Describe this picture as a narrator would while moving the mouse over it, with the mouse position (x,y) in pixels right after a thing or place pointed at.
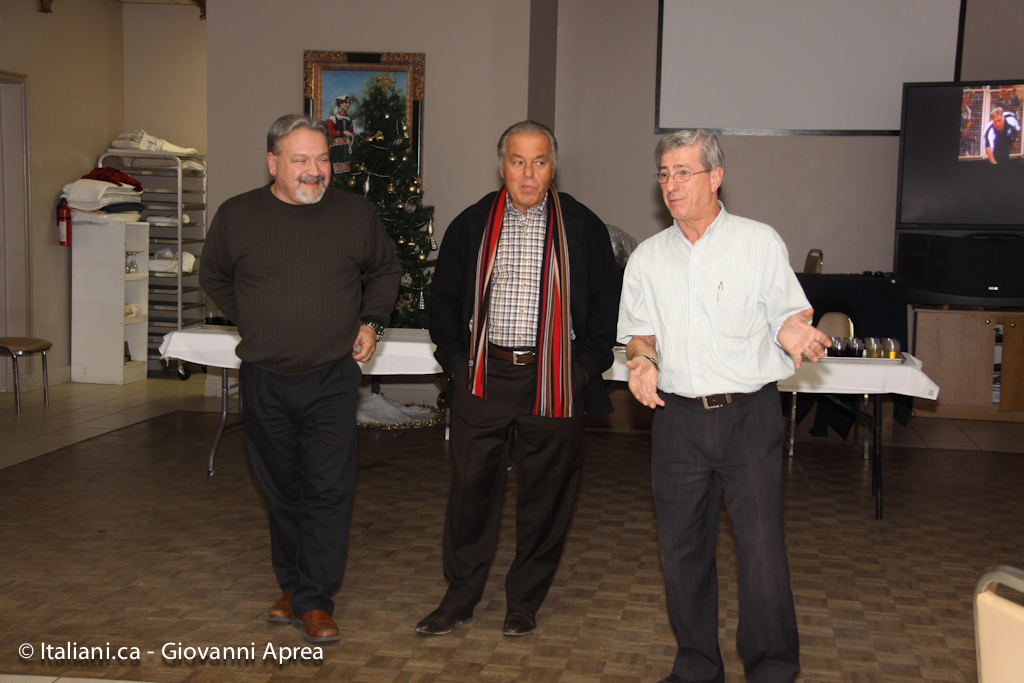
In the center of the image (585,348) three mans (440,313) are standing. In the background (413,369) we can see a table (413,369), on table (878,376) glasses (861,353) are there. On the right side of the image (814,64) we can see board (867,64), screen (974,176), cupboard (978,338), chair (993,642) are present. On the left side of the image (226,109) there is christmas tree (373,158), wall (524,35), frame (357,85), stand (174,177), clothes (103,218), extinguisher (59,223), wall (67,179) are present. At the bottom of the image (199,609) floor (215,599) is there.
